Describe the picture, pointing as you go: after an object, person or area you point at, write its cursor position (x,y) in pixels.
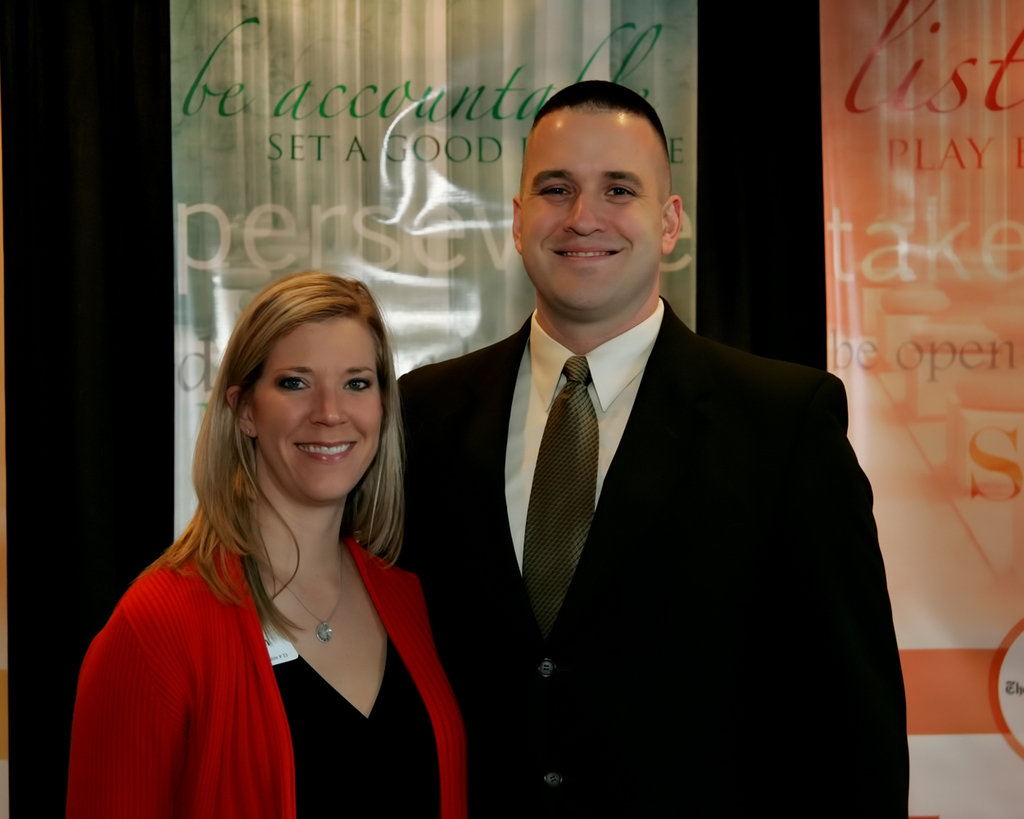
In this image we can see two people (428,525) standing. And in the background (866,260), we can see the board/banner (303,41) with some text (879,220) on it.
